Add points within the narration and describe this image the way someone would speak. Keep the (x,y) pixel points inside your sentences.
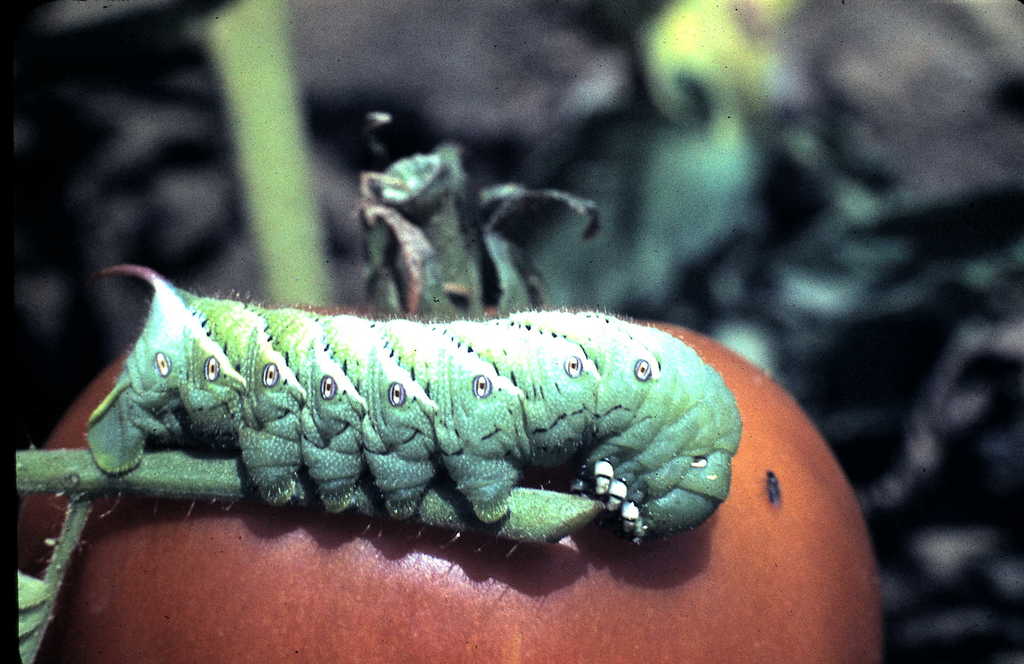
In this image there is a worm (382,441) visible may be on vegetable (789,493), background (888,255) is blurry, in the background (869,477) there are some objects (514,197) visible.
